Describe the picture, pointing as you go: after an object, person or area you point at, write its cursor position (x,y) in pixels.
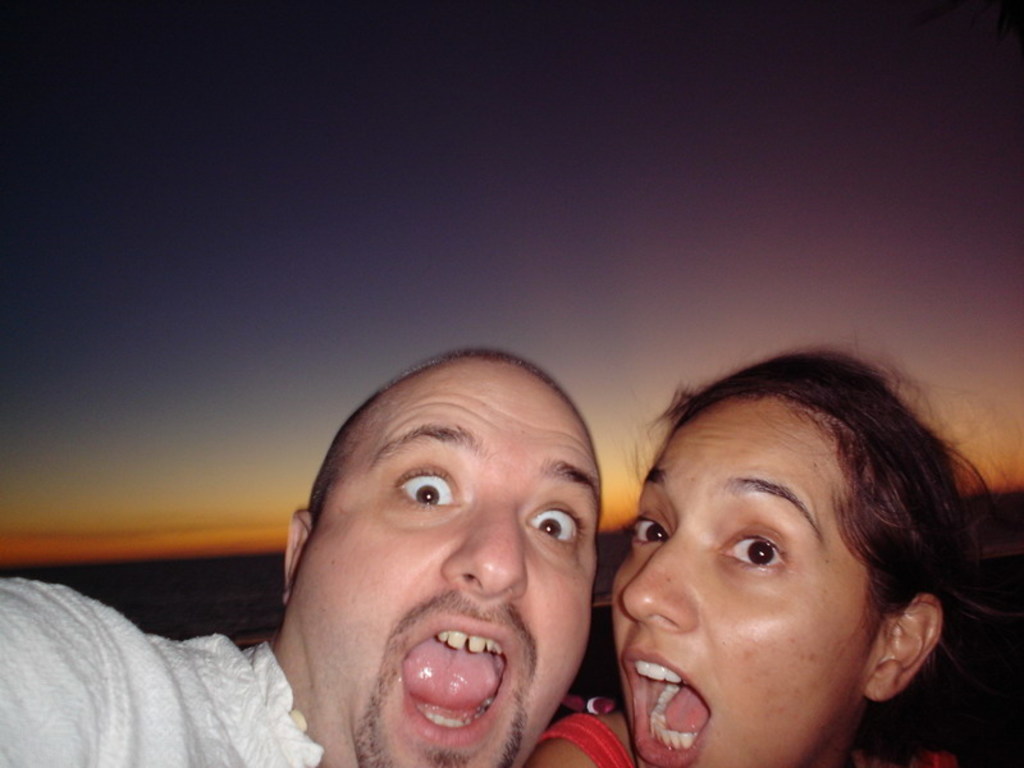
In this image, we can see a man (438,698) and woman (719,679) are open their mouth (433,698). Background (418,272) we can see the sky (345,268).
